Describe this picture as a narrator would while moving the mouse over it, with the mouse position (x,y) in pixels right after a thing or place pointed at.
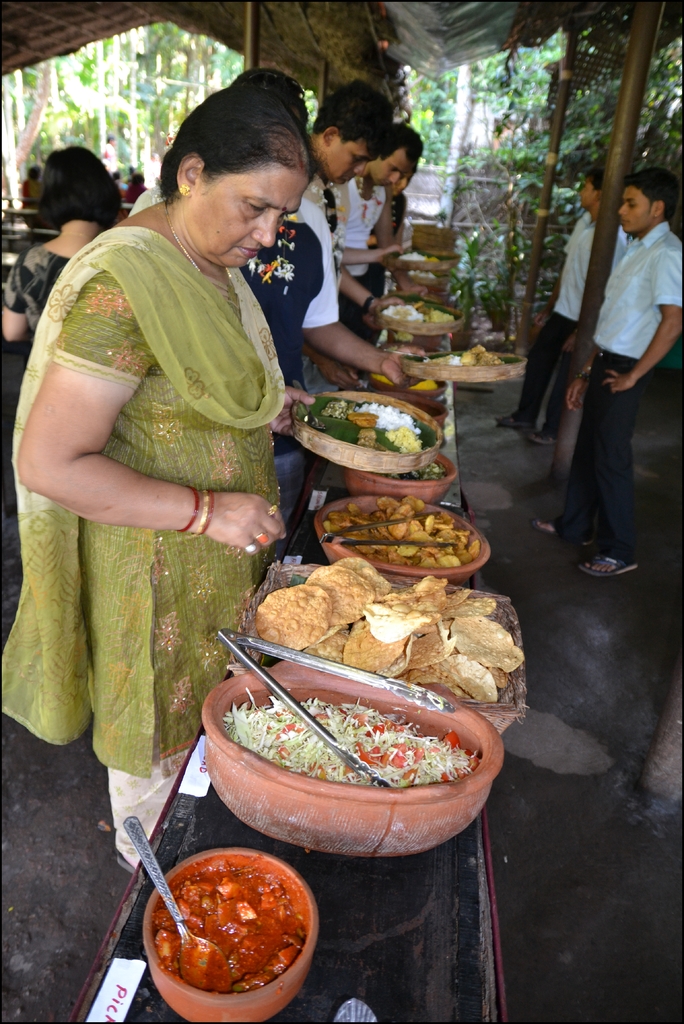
In this picture we can see a group of people (334,334) standing on the ground (657,928) and in front of them we can see bowls (390,805), baskets (395,657) with food items (356,604) in it, tongs (228,645), spoon (210,941), tables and in the background (69,67) we can see poles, trees (487,119) and some objects (222,28).
